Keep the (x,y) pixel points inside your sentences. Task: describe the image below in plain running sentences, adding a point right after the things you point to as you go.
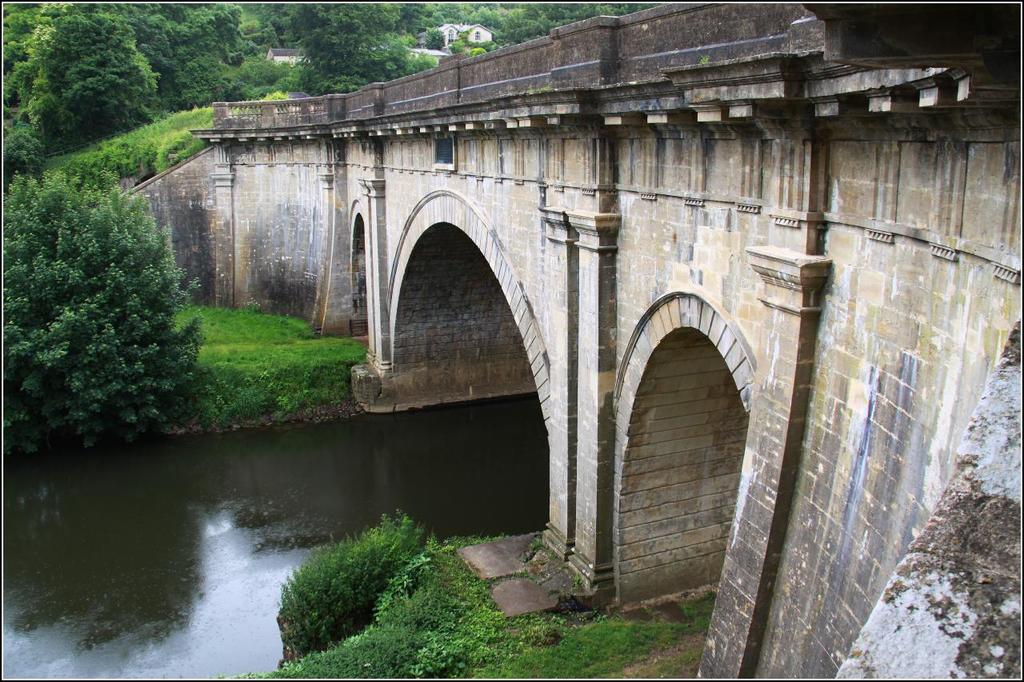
In this image there is a bridge (560,364) on the right side (707,365), under the bridge (721,365) there are some trees (86,308) and water (252,466), at the top (228,50) there are some trees (367,56) visible.
